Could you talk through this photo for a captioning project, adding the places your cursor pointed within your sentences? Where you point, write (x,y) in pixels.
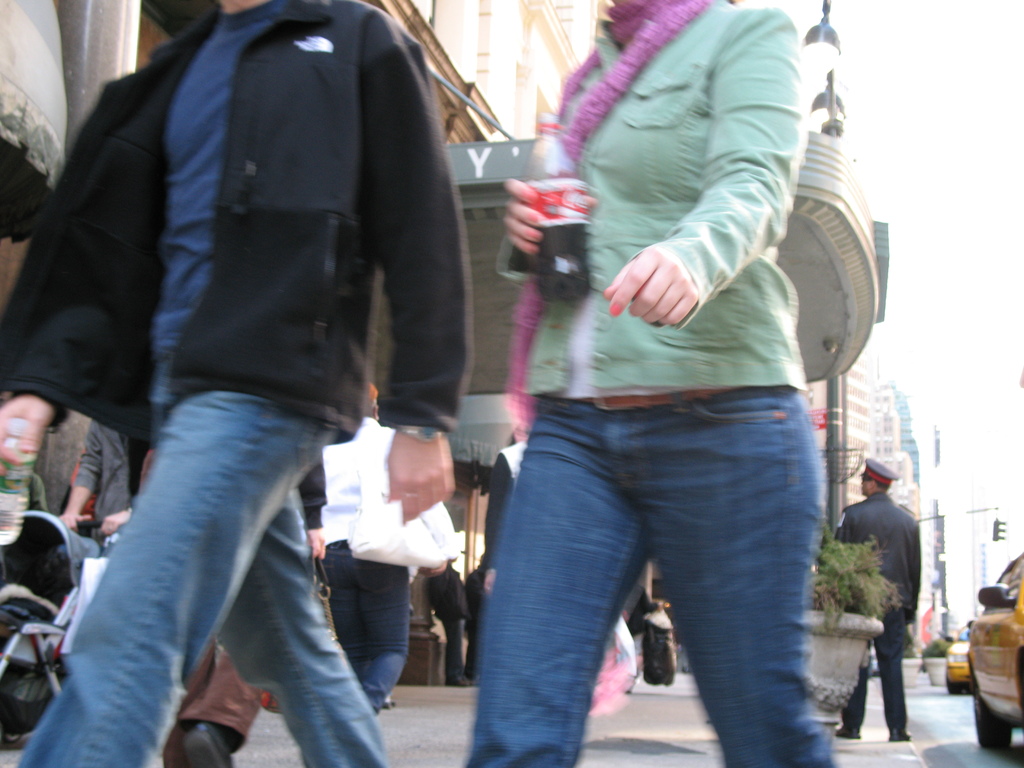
As we can see in the image there are few people (545,444) here and there, cars (983,680), pot (848,658), plants (862,614), buildings (524,5) and a sky (933,80).
